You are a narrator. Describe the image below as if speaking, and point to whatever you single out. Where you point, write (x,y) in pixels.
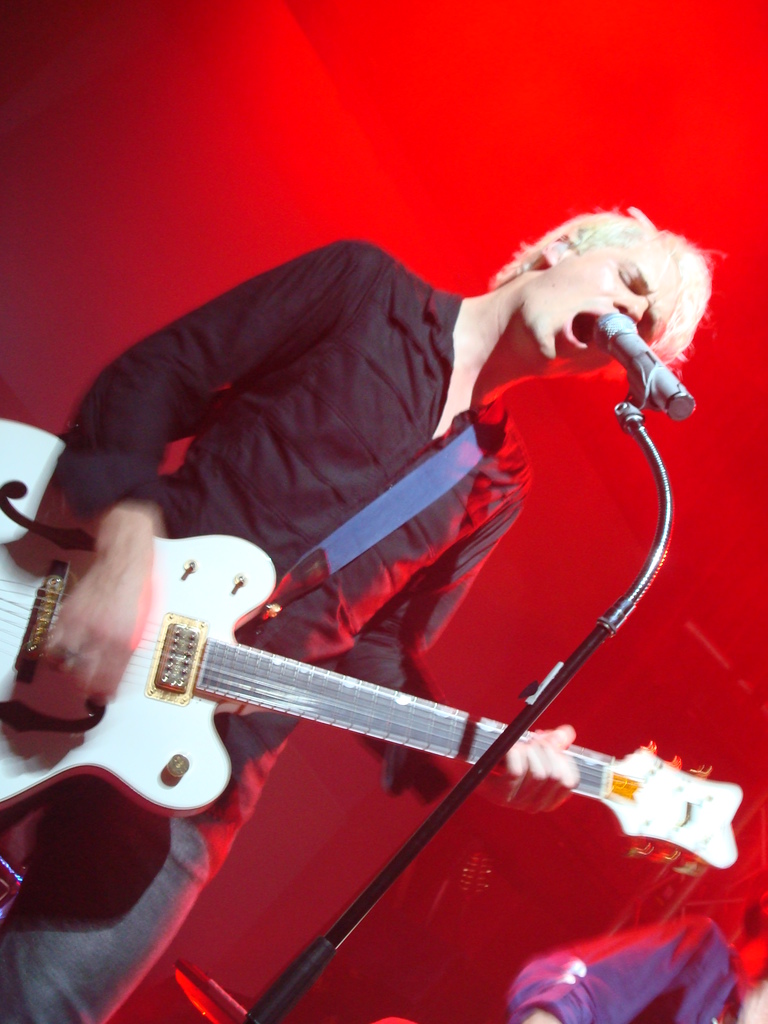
there is a person (301,458) in this image who is singing, is wearing a black shirt (359,430). he is holding the guitar (176,687) which is white in color. there is a microphone (643,351) and its stand (662,501) present in front of him and a red color light (484,147) behind him.
